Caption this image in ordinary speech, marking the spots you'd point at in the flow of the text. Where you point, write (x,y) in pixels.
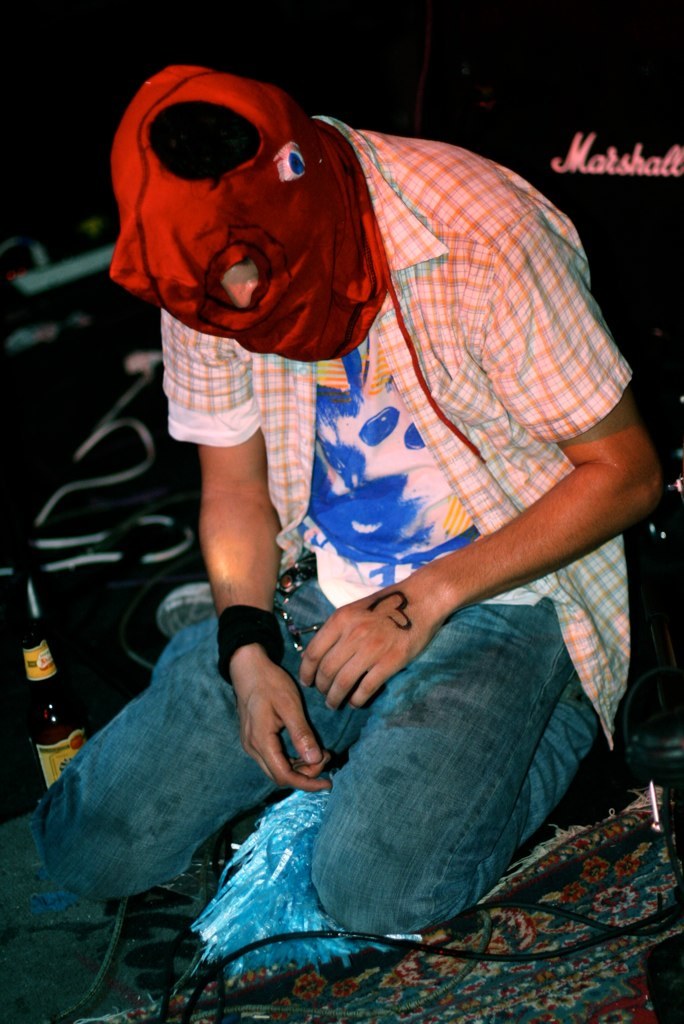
In this image there is a person (377,504) kneeling on the rug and he has covered his head (243,301) with a cloth (257,297) and there are few cables (215,1011) on the floor (14,699), beside him there is a bottle (33,670). The background (541,93) is dark.
